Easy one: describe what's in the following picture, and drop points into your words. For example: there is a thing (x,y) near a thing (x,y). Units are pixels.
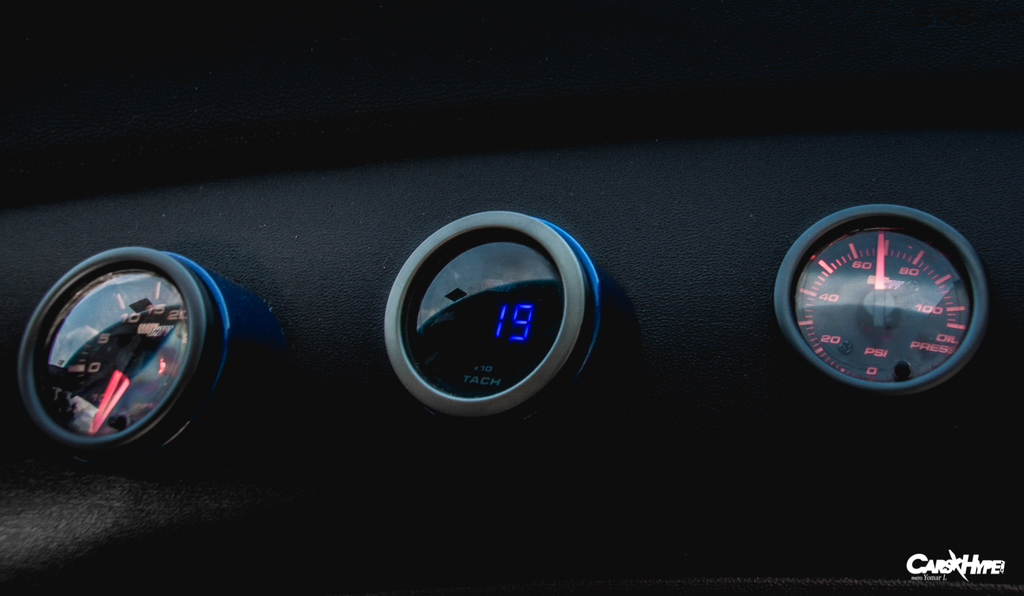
In this picture, there are three meters (912,285) in a row.
